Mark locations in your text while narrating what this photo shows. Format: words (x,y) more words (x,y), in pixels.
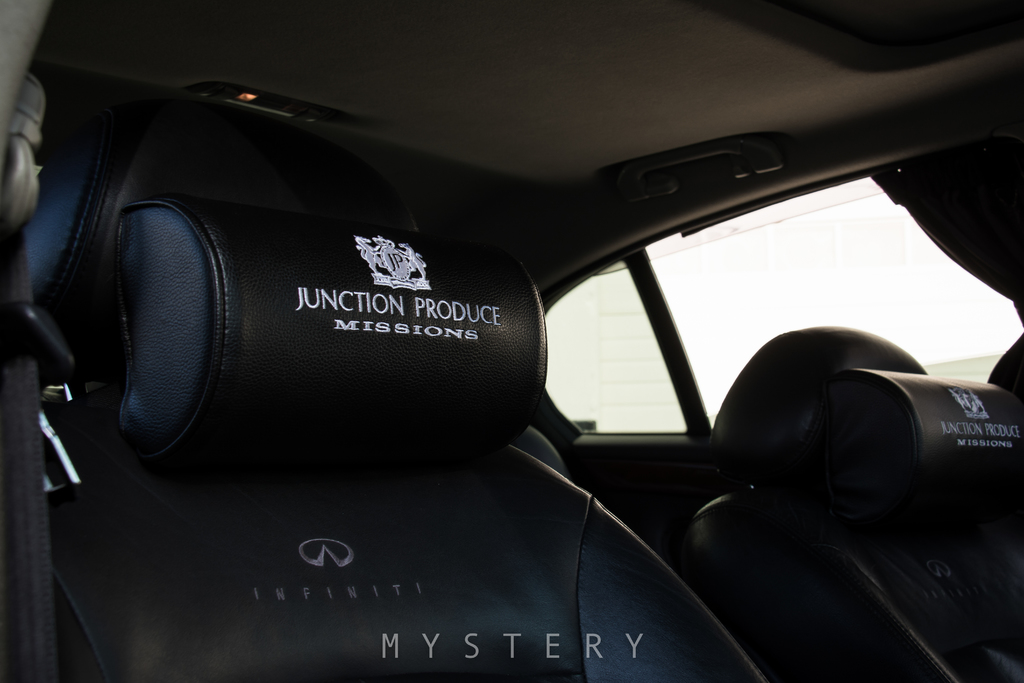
This image is taken inside the car (543,423) where we can see that there are two seats (691,584) in the front (691,588). On the right side (762,293) there is a window (791,302). On the left side (32,582) there is a seat belt (23,401). At the top (698,147) there is a handle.
